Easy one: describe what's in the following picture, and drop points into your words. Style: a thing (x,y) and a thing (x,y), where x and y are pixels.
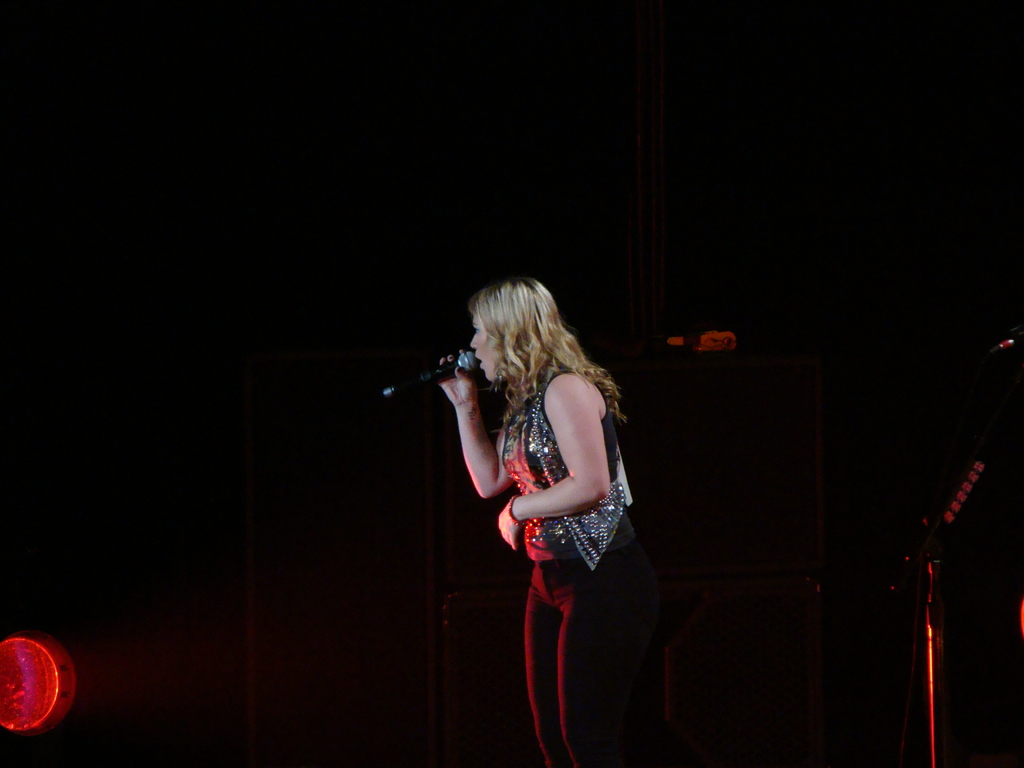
In the image we can see there is a woman (546,499) who is standing and holding mic (424,379) in her hand (462,387).
